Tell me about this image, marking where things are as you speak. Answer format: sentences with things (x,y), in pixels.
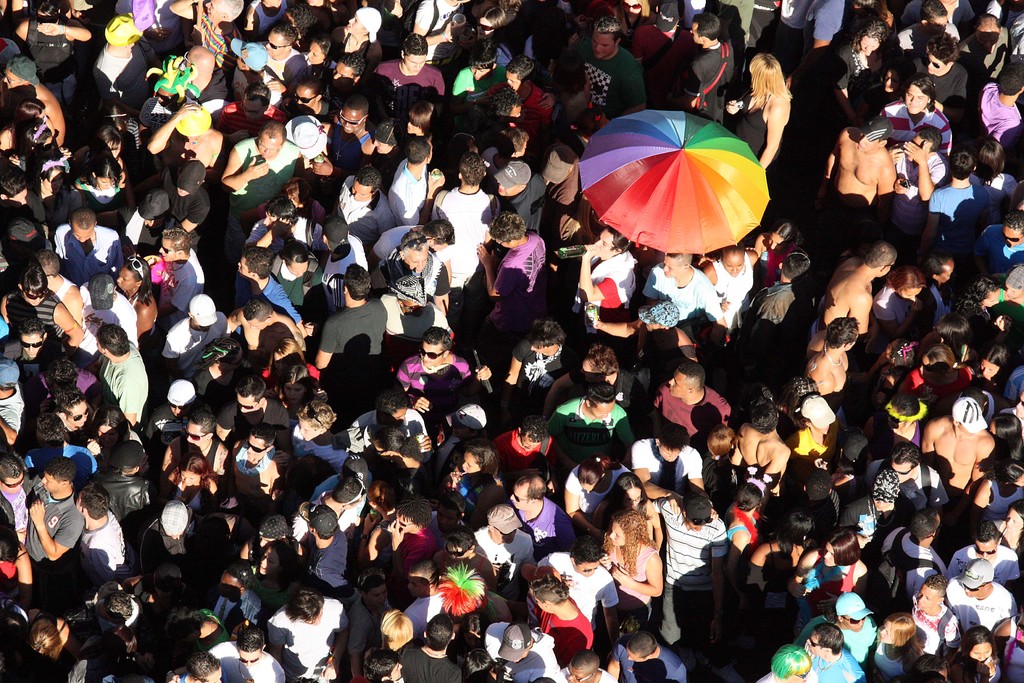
In this image there are many people (592,505) and an umbrella (637,168).
